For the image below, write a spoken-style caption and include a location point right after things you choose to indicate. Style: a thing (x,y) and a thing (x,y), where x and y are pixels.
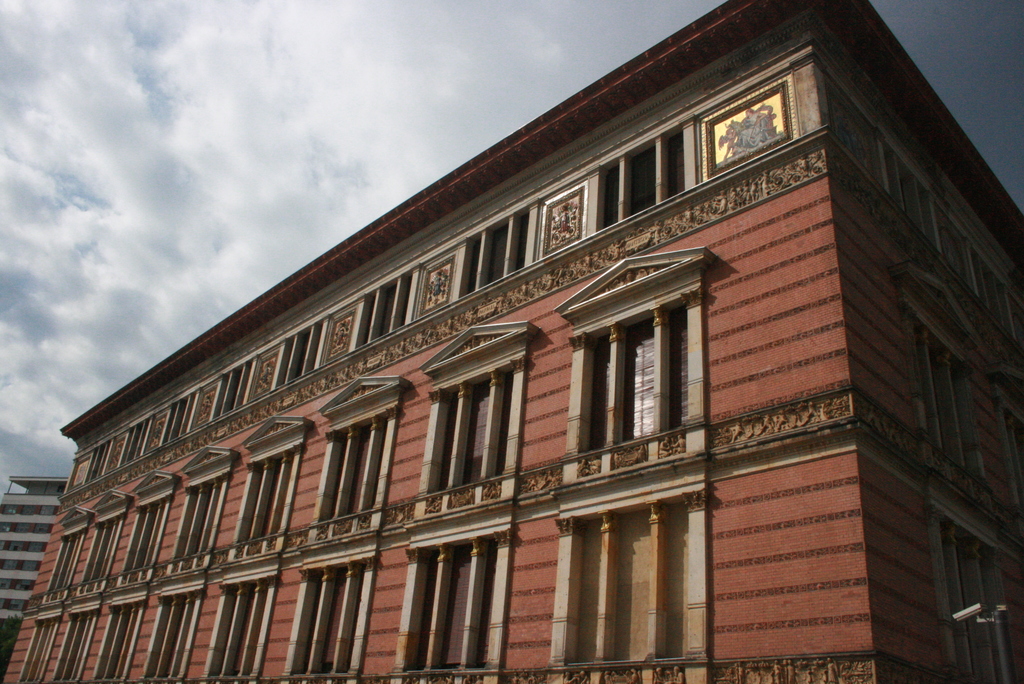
There is a building (603,343) in the center of the image (465,316), on which there are windows (460,392), it seems like a pole (1004,622) in the bottom right side (1001,608), there is a building (35,523) and the sky (272,99) in the background area (404,124).
